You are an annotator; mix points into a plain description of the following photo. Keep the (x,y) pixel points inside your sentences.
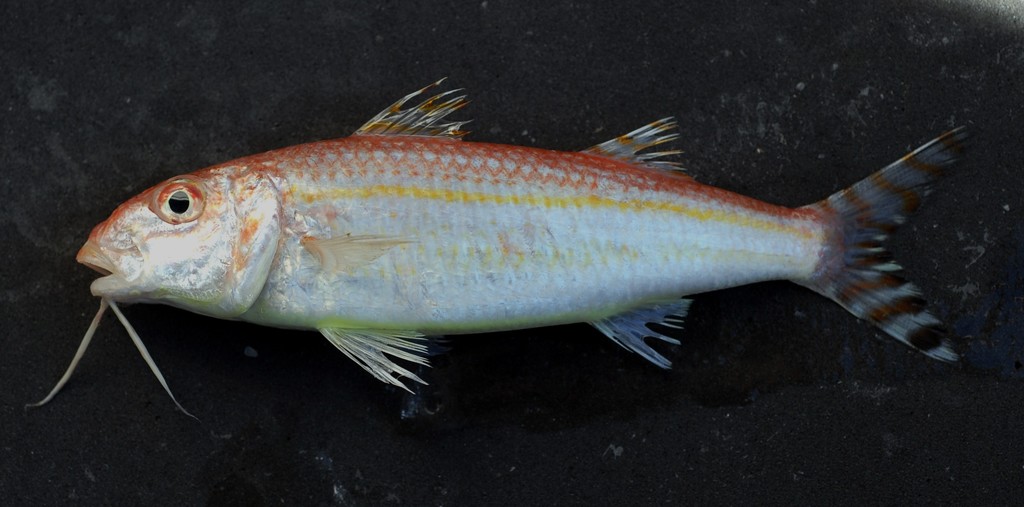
In this image I can see a fish (450,234) on the black background.
